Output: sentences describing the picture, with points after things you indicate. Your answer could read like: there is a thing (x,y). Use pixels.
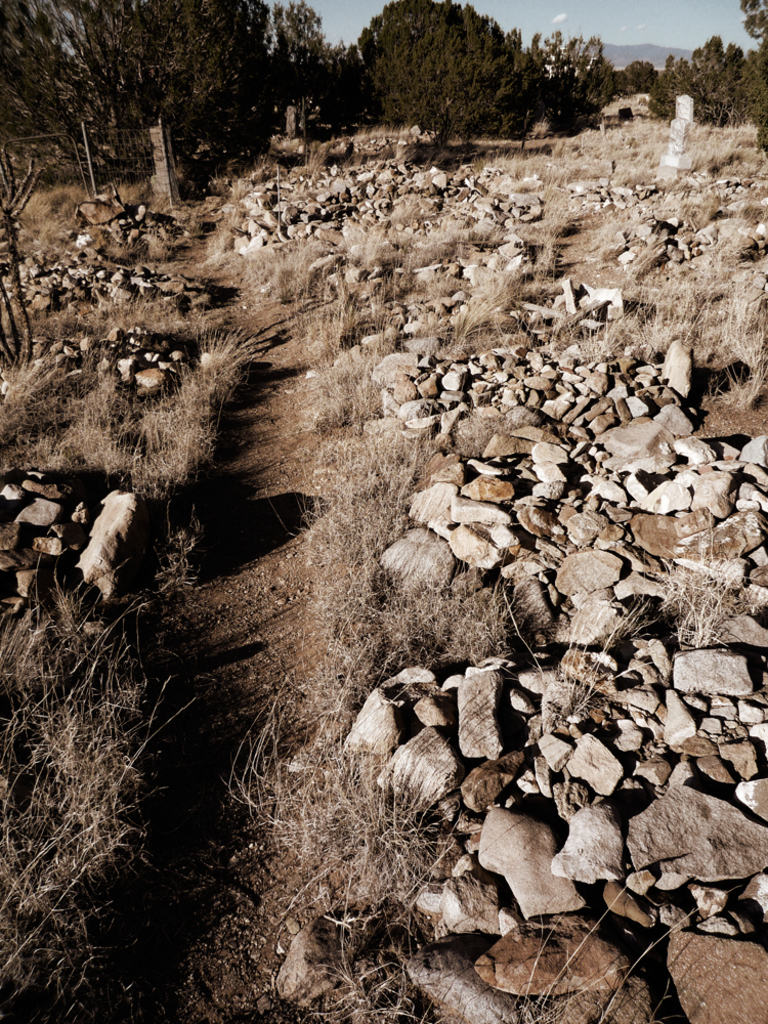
In this picture, We can see stones (716,670), Grass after that few trees (284,52) and sky (633,1) next i can see a gate (31,155).
